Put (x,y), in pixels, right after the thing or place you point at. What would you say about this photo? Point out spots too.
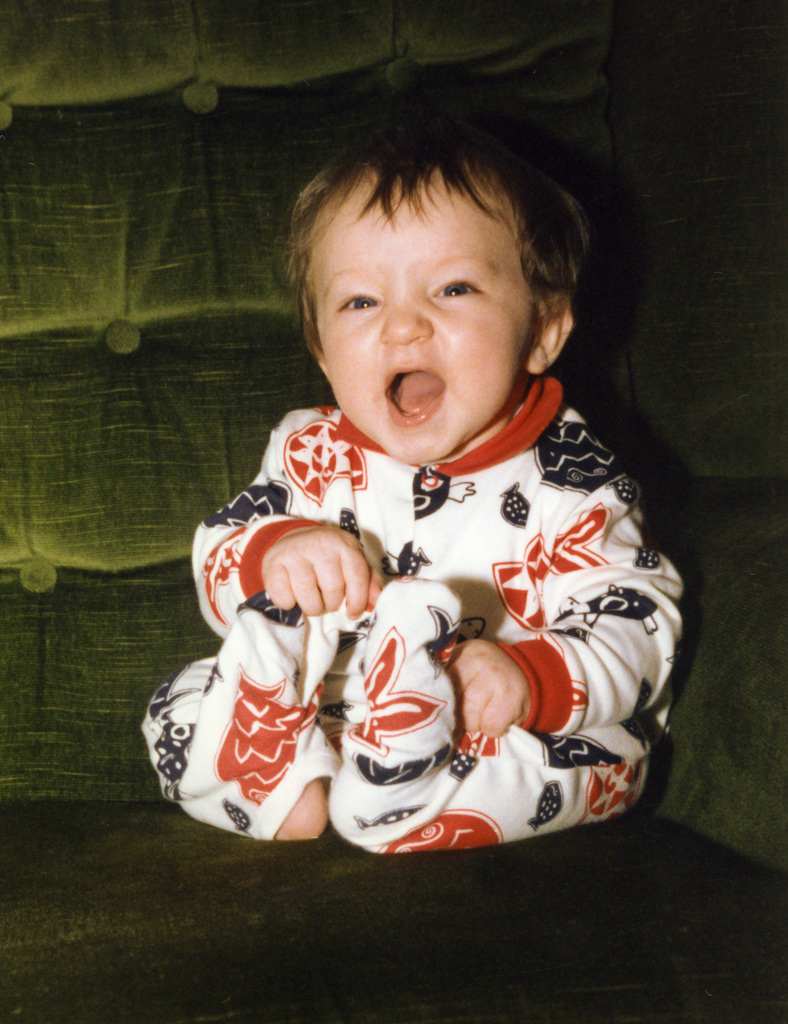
In the center of the image (369,480) we can see kid (278,461) on the sofa (125,799).
